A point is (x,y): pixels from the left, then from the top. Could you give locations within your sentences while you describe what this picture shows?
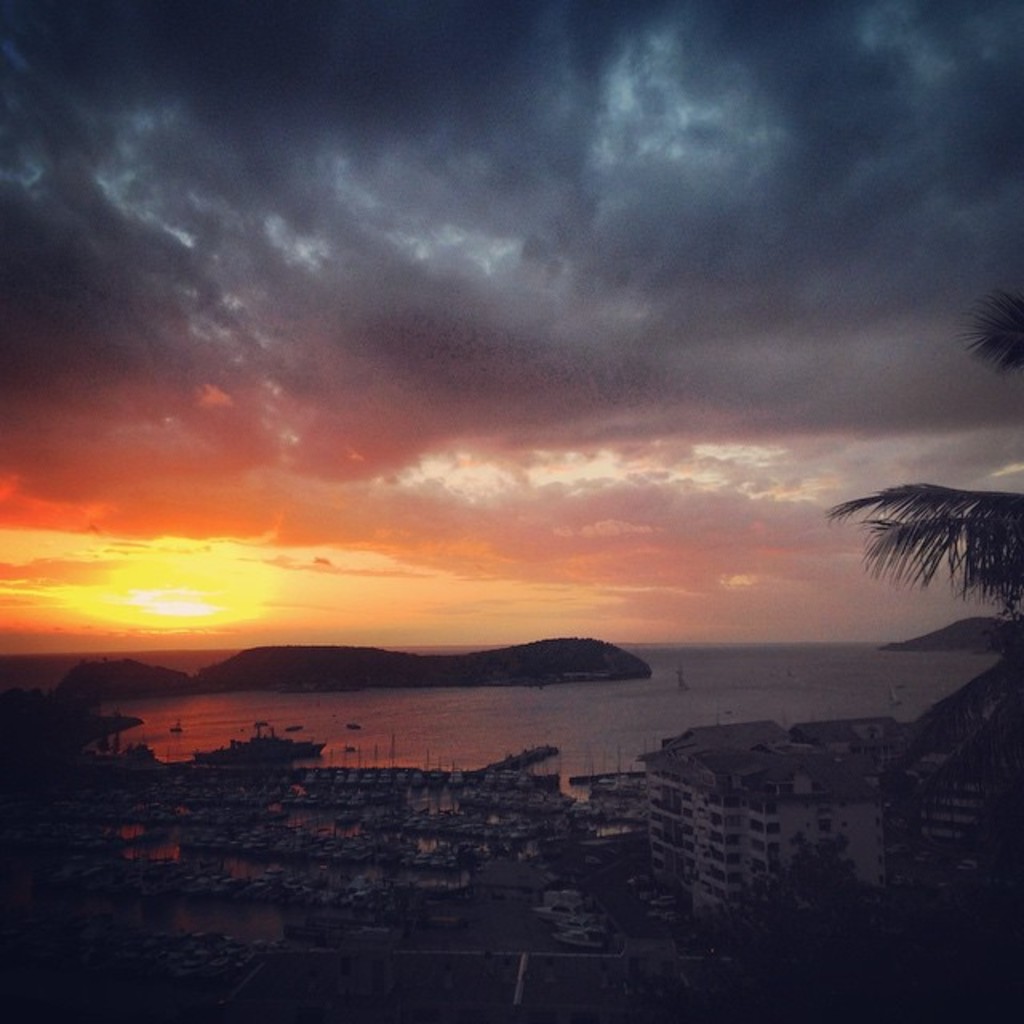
In this image I can see a building (776,774), water (522,730) and in it I can see a boat (311,784). I can also see the sun (136,606), clouds (395,403), the sky (562,479), a tree (1019,548) and I can see this image is little bit in dark.
